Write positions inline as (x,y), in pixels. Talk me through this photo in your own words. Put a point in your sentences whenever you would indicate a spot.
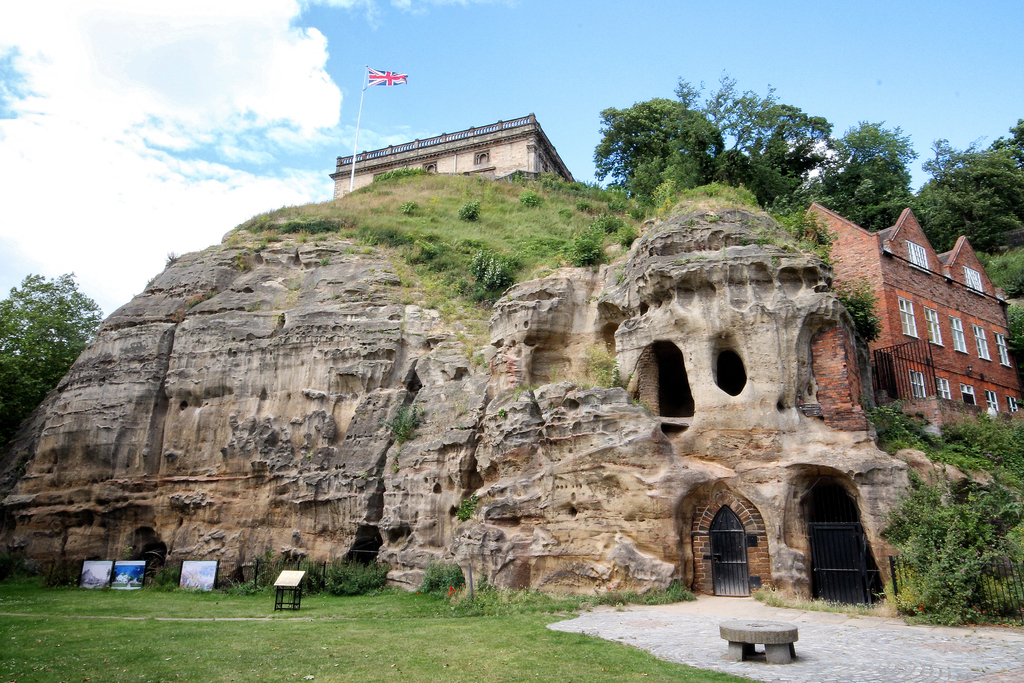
There is a flag (357,139), a monument (503,157) and some trees (667,128) are present on a mountain (415,309) as we can see in the middle of this image (629,275). There is a grassy land (439,615) at the bottom of this image (376,624) and there are two gate (746,553) at the bottom right side of this image (821,526). There are some trees (23,369) on the left side of this image (25,362) and right side of this image (973,502) as well. There is a cloudy sky (269,99) at the top of this image (244,59).
